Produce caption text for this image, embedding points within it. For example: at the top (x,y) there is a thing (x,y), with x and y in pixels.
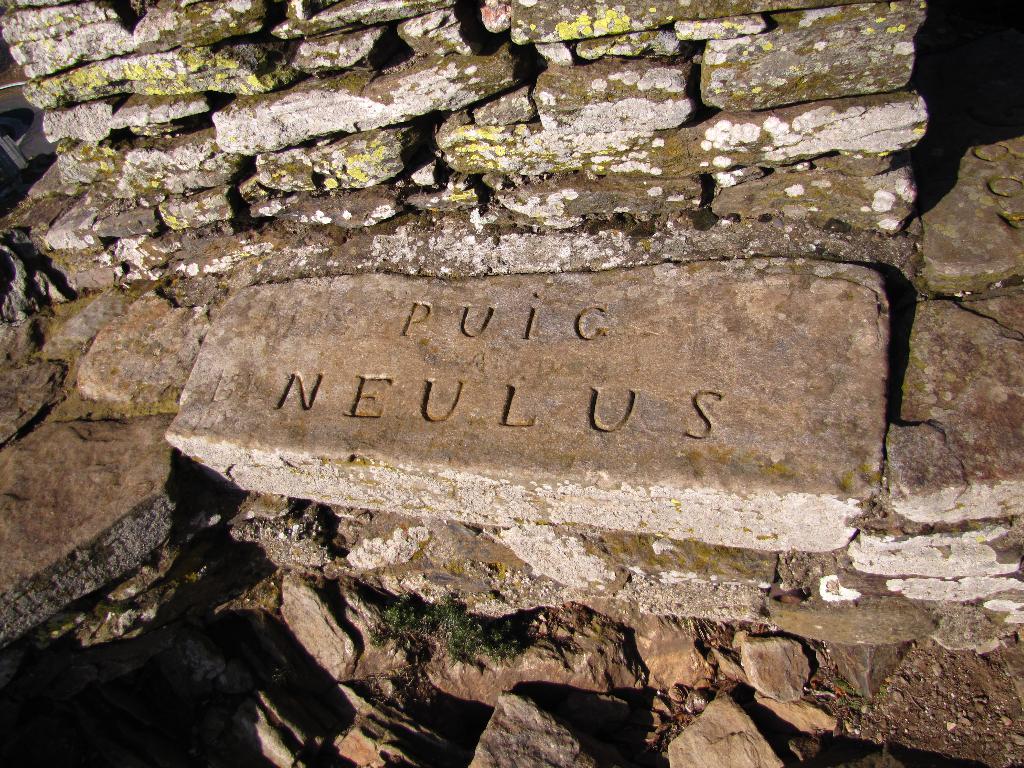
In this picture I can see number of stones (517,209) and on the stone (301,360) I can see something is written.
